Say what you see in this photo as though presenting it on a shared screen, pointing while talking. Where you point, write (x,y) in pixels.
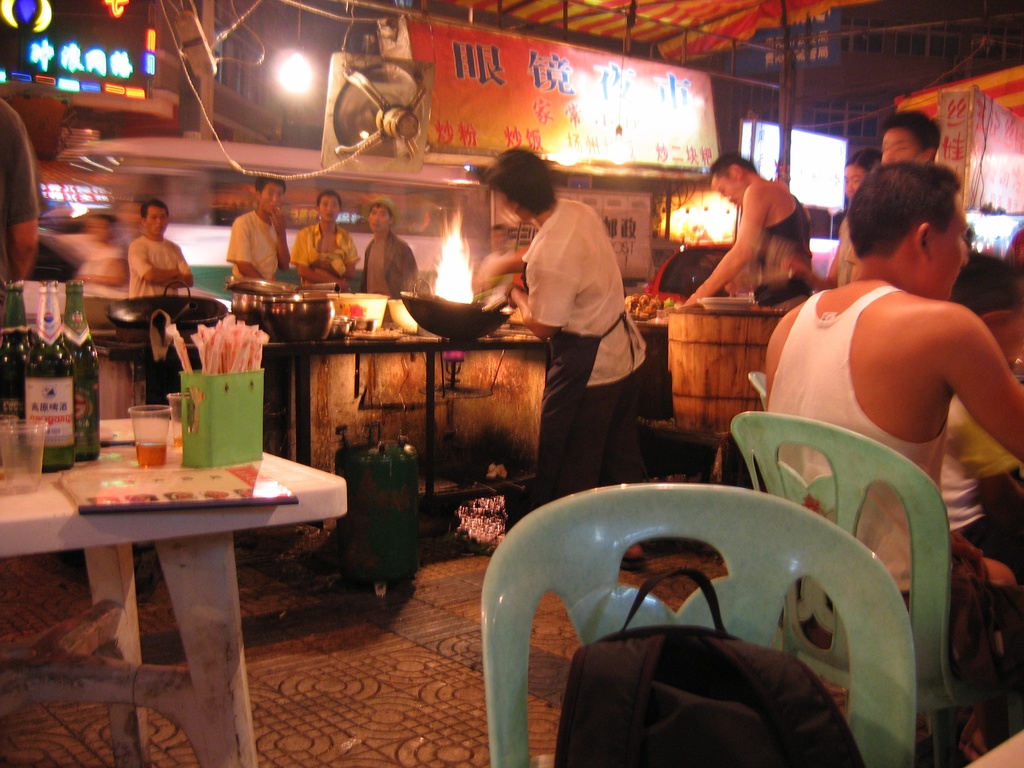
In this image we can see the restaurant (890,338). And we can see the tables (224,524), chairs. And we can see the bottles (91,413), glasses (162,462) and some objects (166,481) on the table (60,498). And we can see the lights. And we can see a board (571,73) on which some text (603,62) is written. And we can see the kitchen utensils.
